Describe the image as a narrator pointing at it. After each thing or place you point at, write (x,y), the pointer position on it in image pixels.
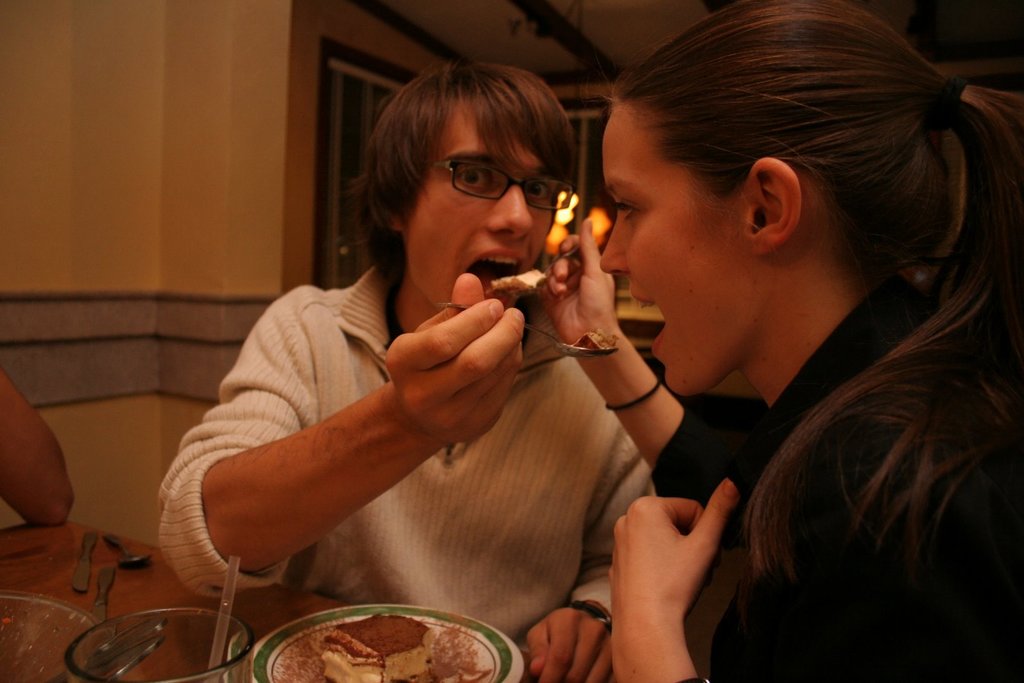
In this image we can see two persons (640,211) holding spoons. In front of the persons (343,488) we can see few objects (203,638) on a surface (140,591). Behind the person (505,97) we can see a wall (190,68) and a roof (576,11). On the left side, we can see the hand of a person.
